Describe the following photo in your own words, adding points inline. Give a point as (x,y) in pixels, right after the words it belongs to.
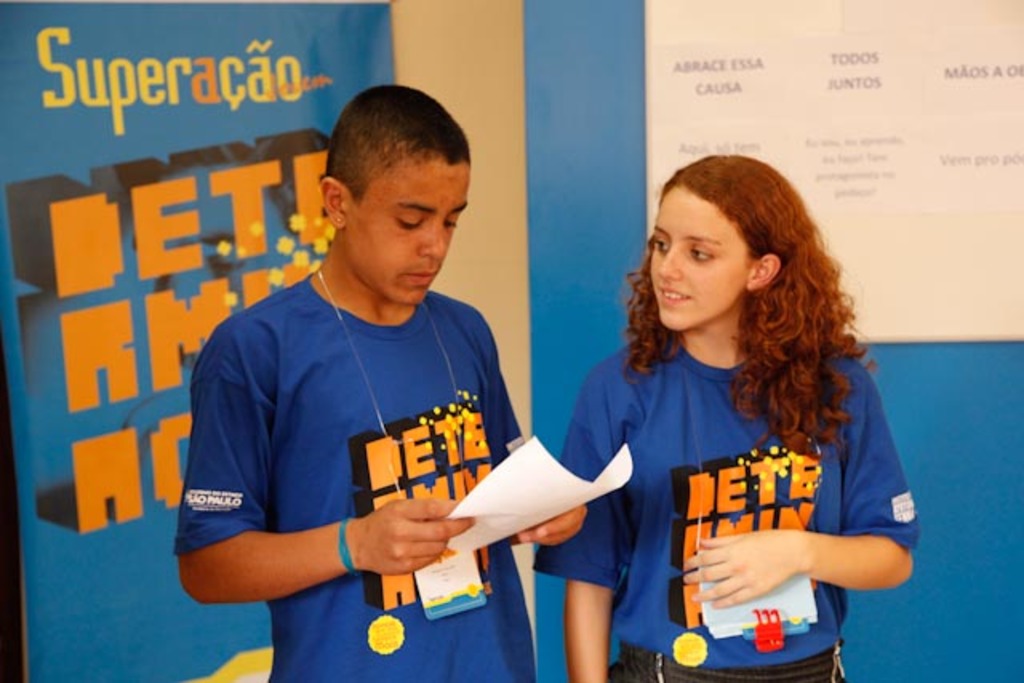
In this image we can see two persons (786,419) and a paper (505,474). In the background of the image (96,376) there is a banner (82,336).
